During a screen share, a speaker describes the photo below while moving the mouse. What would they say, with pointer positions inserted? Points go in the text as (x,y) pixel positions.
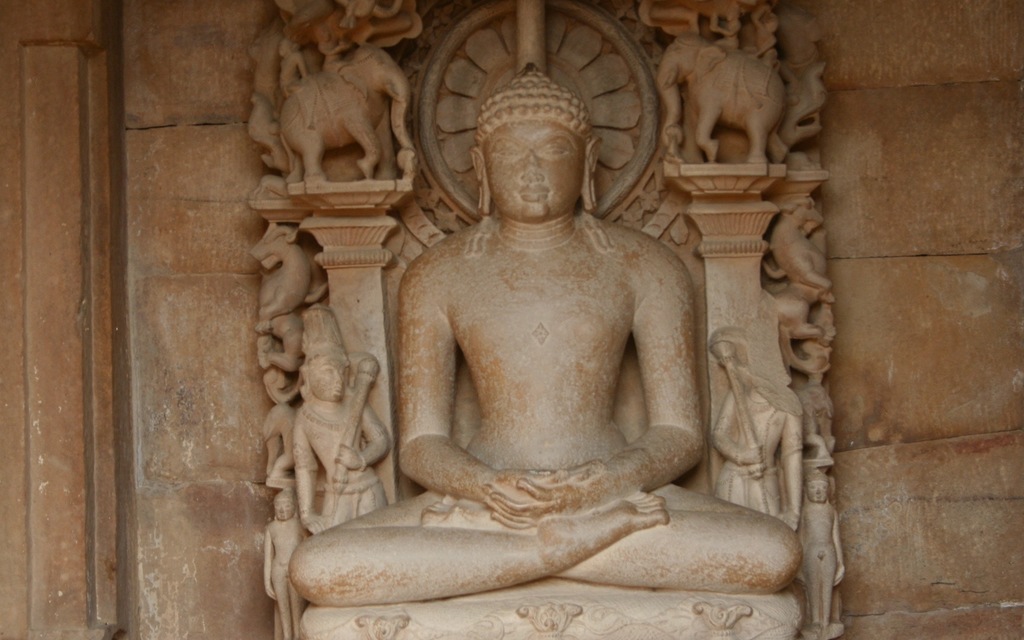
In the image we can see there are sculptures (516,233) and the wall (969,291).
